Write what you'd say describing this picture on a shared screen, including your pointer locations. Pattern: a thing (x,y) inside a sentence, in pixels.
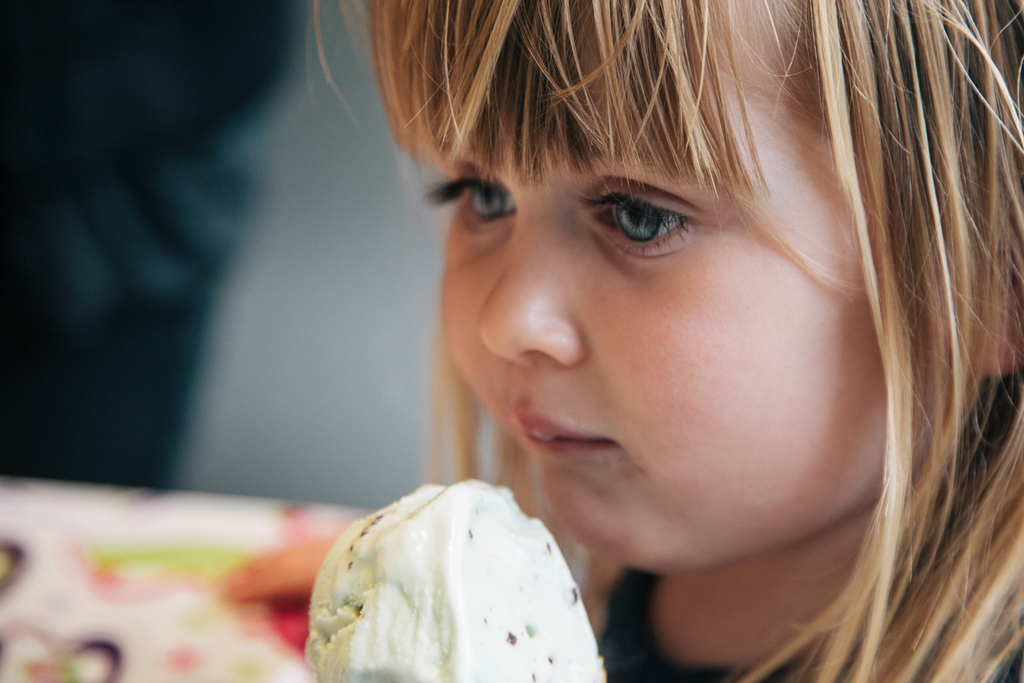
In this image, we can see a kid (679,344) holding an ice cream (340,551) and in the background (126,542), there is an object (117,507) and we can see a wall (279,256).
